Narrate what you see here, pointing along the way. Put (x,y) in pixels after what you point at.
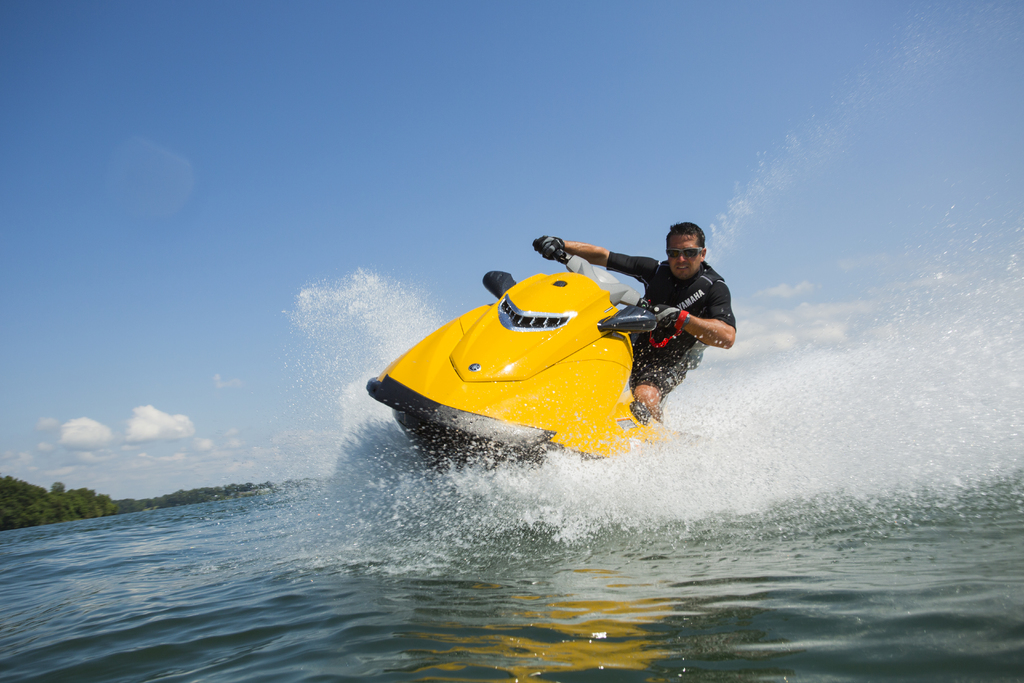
In this image, we can see a person (635,368) who is riding the jet ski (412,429) in the water (337,526). We can also see some trees (65,502) on the left side (42,509). In the background (285,251), we can see the sky (138,479).
